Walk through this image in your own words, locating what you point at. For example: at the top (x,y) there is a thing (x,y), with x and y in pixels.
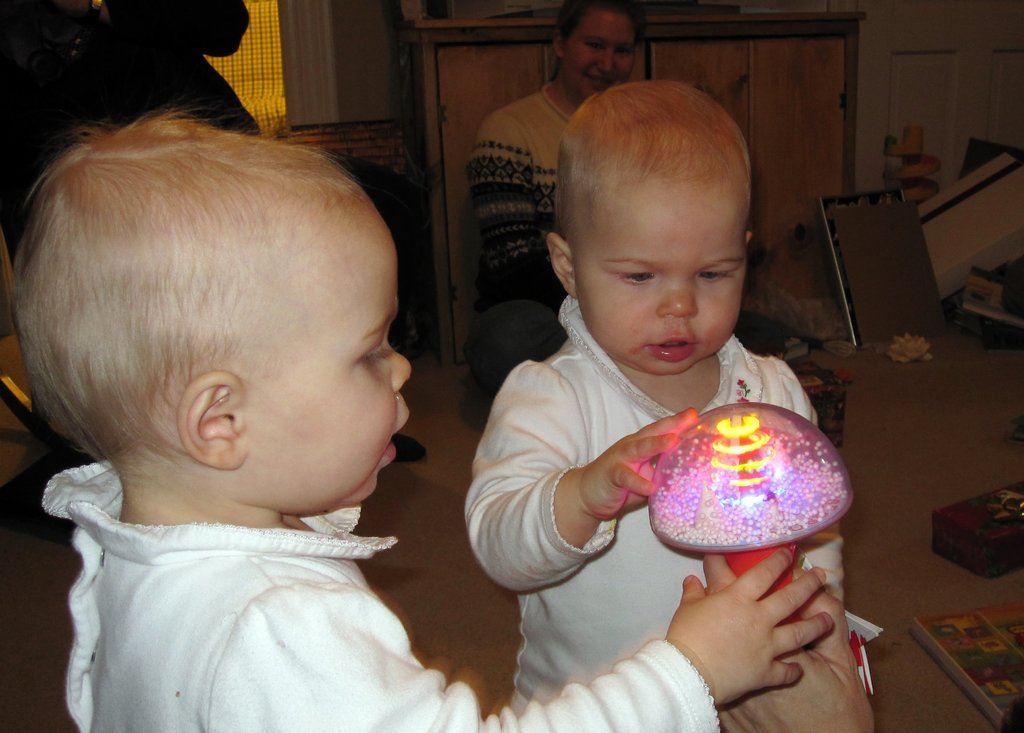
In front of the picture, we see two girls (299,561) in white frocks (523,557) are playing with some object (741,472). Behind them, we see a woman (536,202) in patterned sweater (518,156) is sitting and she is smiling. Beside her, we see some things (845,309) are placed on the floor (863,397). On the right side (931,140), we see a white wall (969,121). In the left top of the picture (169,38), we see a person (136,37) is standing. Behind him, we see a yellow curtain (267,51) and a pillar (300,69) in white color.
